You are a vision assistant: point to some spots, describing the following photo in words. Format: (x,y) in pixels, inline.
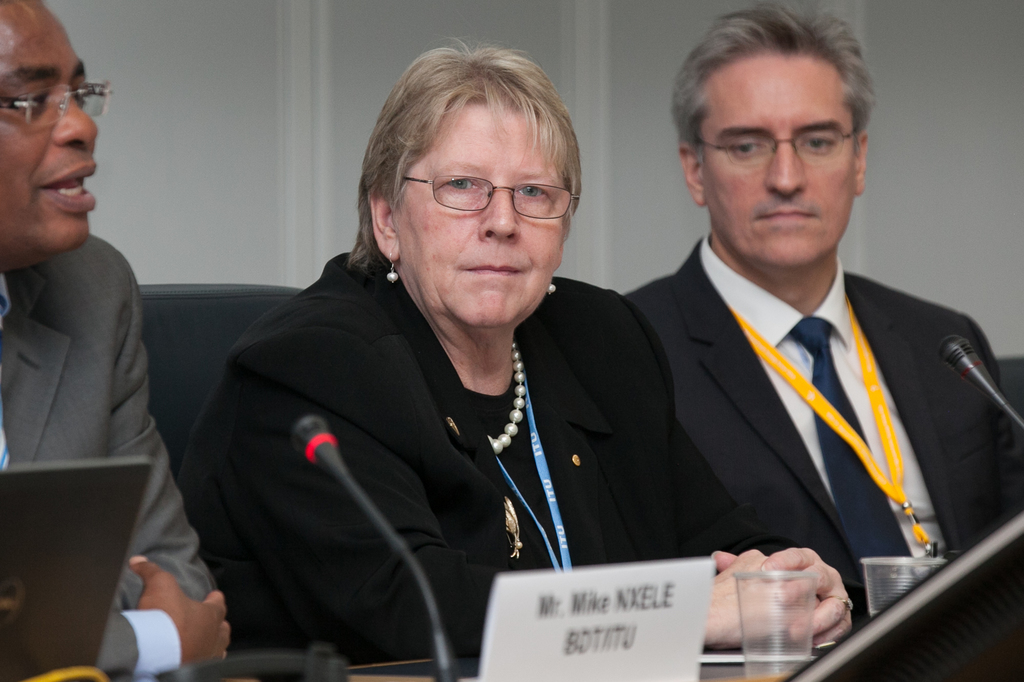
In this picture we can observe three members (437,339) sitting in the chairs (203,289) in front of a table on which we can observe glasses (803,575), mics (337,465) and a name board (604,617) which is in white color. Two of them were men (669,334) and one of them was a woman (469,409). All of them were wearing spectacles (65,99). In the background (322,202) there is a wall (633,110).
